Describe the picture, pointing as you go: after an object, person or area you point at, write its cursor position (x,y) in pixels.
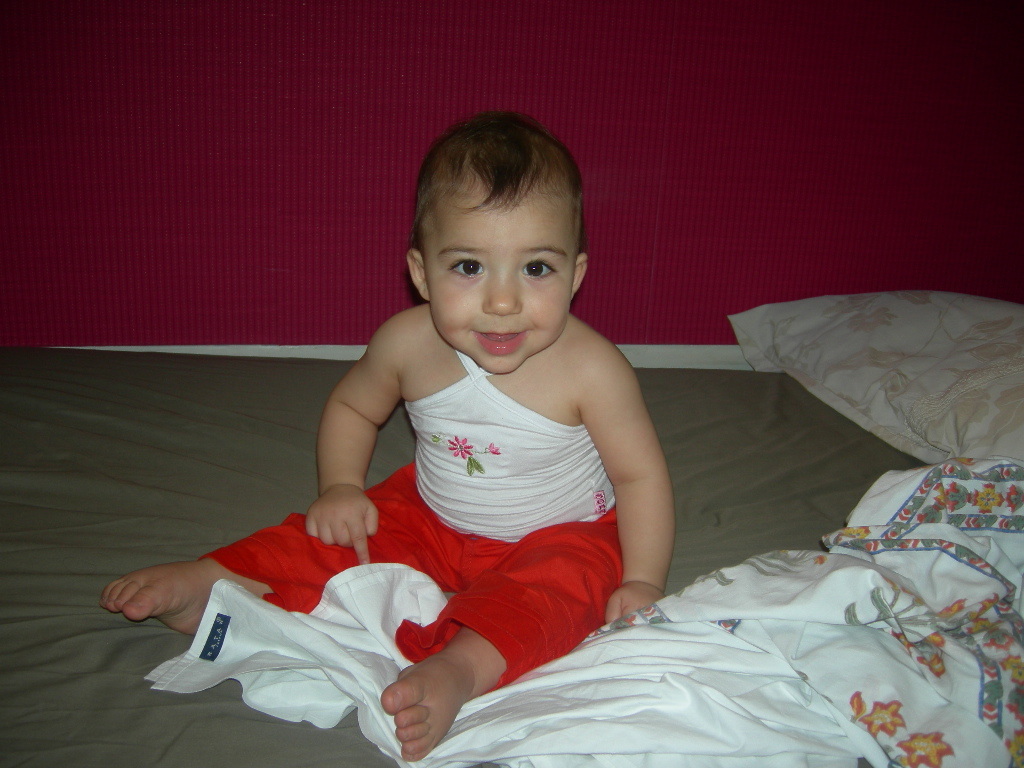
In this image we can see a baby (446,499) sitting on the bed (831,457). There is a pillow (878,353) and a blanket (871,620) on the bed (832,425).
